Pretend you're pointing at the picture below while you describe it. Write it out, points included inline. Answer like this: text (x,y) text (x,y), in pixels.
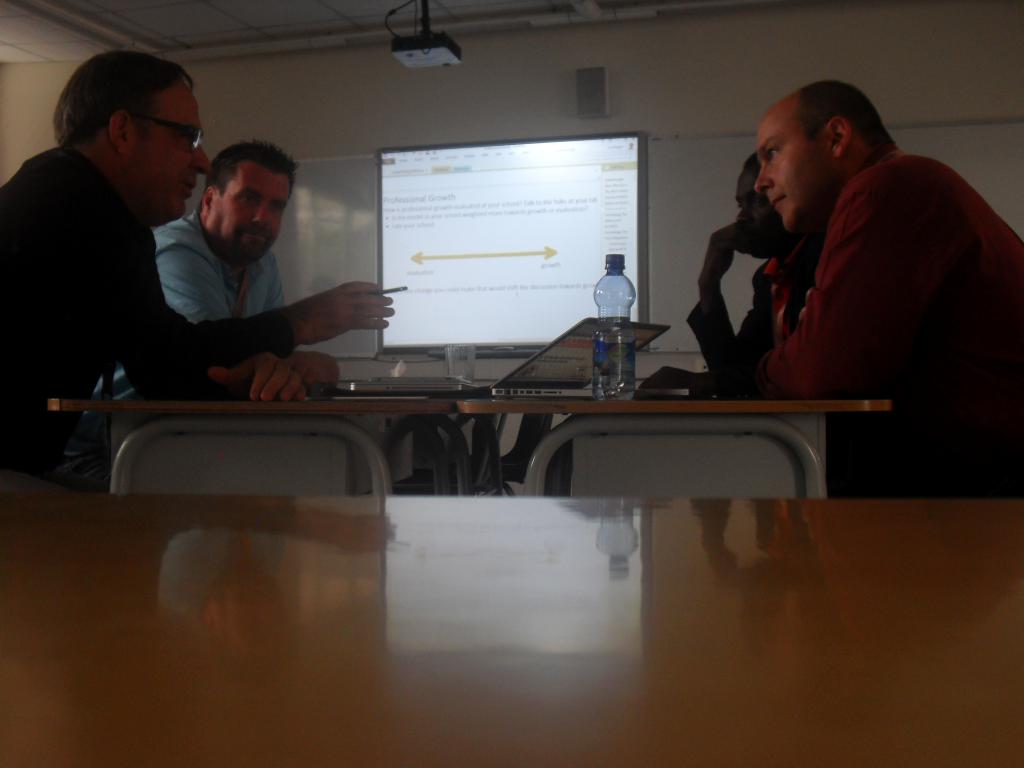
In this image I can see there are four persons (834,253) sitting around the table (726,402), on the table (197,468) I can see a glass (459,348), bottle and in the middle (652,266) I can see the wall (555,120), on the wall (661,121) I can see screen (570,164) and at the bottom (253,596) I can see a table (238,657), on the table (90,625) I can see reflections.
